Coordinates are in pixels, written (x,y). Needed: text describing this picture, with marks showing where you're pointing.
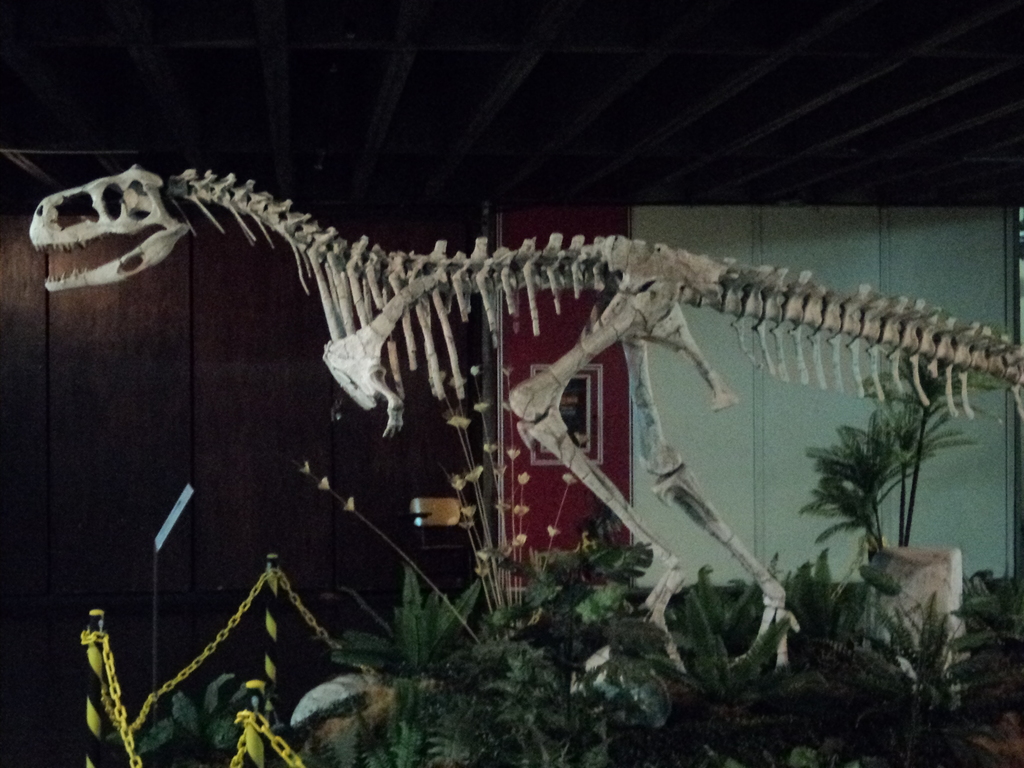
This image is taken indoors. At the bottom of the image (397,683) there are a few plants (397,683) and there is a fencing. In the middle of the image (551,435) there is a skeleton (675,484). In the background (522,443) there is a wall (377,499) and a signboard (587,420).
